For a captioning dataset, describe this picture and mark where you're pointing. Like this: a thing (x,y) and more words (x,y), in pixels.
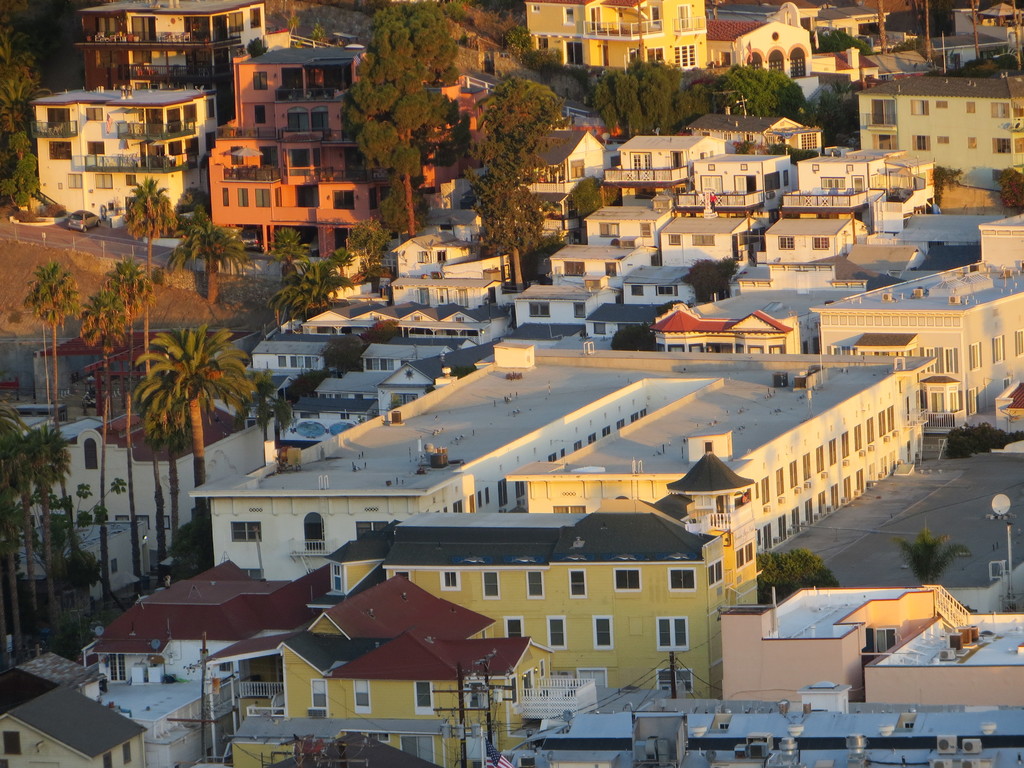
In this picture we can see buildings (733,290), plants (516,40), poles (1009,597), and trees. There is a car (86,214) on the road (98,239).
